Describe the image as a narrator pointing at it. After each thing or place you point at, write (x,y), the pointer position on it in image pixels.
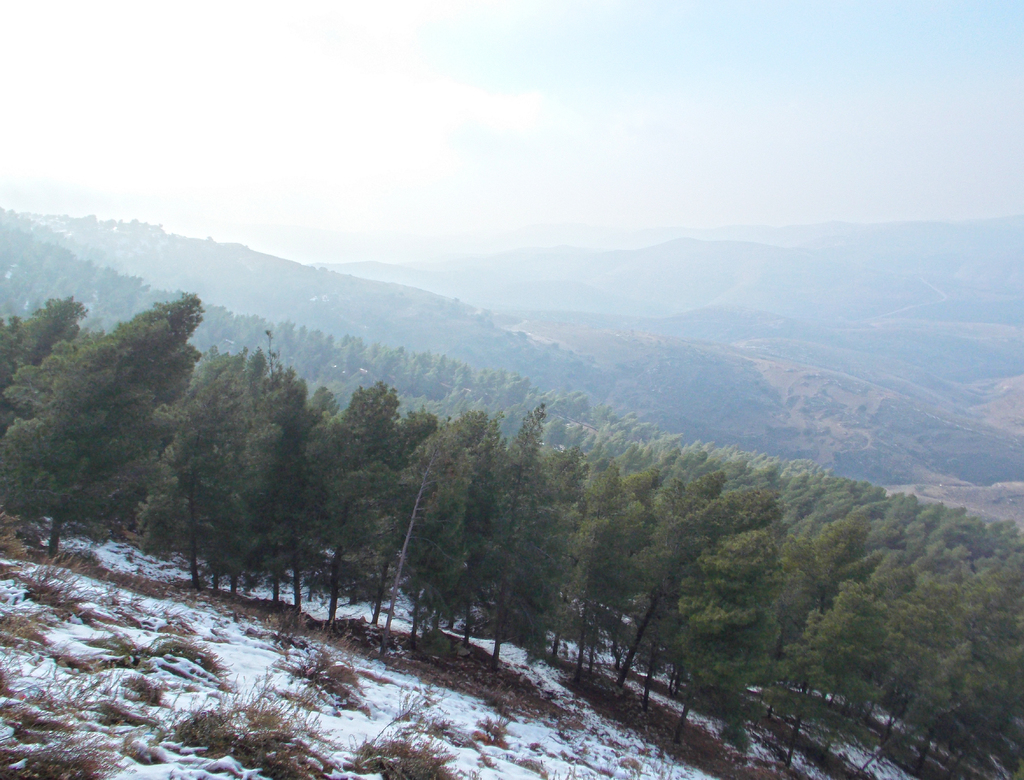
In this image we can see the mountains (454,310), so many trees (4,380), plants (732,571), bushes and grass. There is the snow (106,553) on the surface (108,540) and at the top (661,70) there is the sky (676,68).
